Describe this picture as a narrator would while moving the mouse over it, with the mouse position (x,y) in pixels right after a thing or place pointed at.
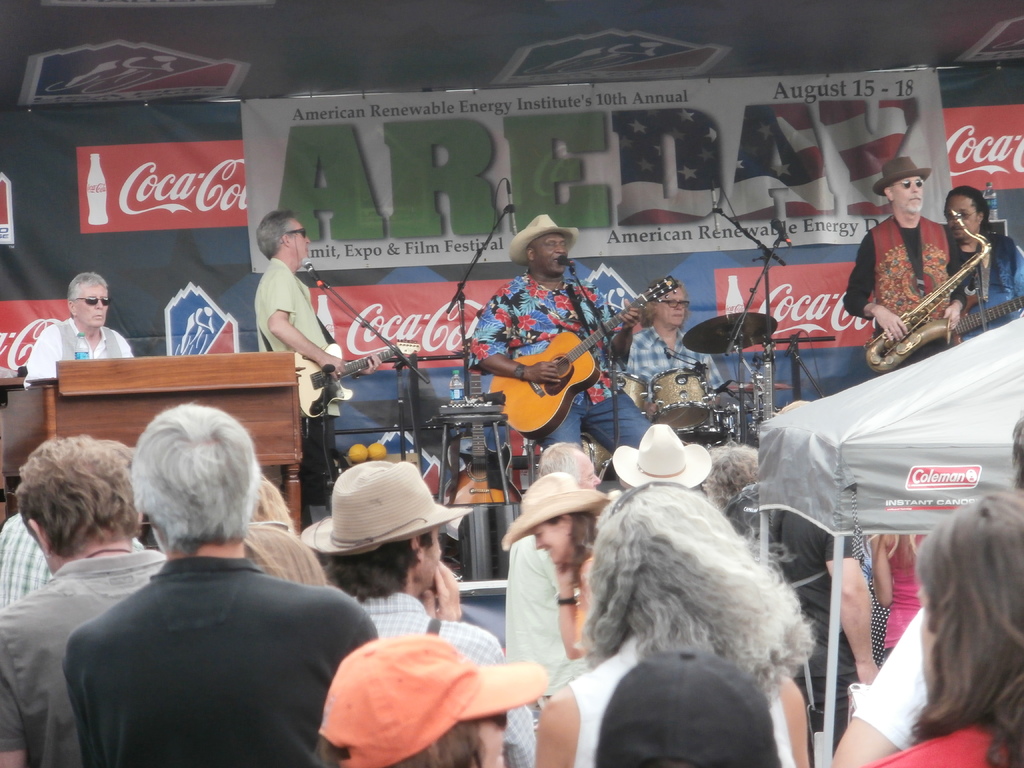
This picture is clicked outside. In the foreground (611,531) we can see the group of persons (734,552) standing. On the right corner (898,400) there is a tent (869,442). In the center (537,328) we can see the group of persons (956,314) playing musical instruments (934,324) and there are some microphones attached to the stands (400,419). On the left (100,352) there is a person (109,334) behind a wooden podium (216,406). In the background (460,113) we can see the banners (665,117) and we can see the text (695,175) on the banners (695,193).
